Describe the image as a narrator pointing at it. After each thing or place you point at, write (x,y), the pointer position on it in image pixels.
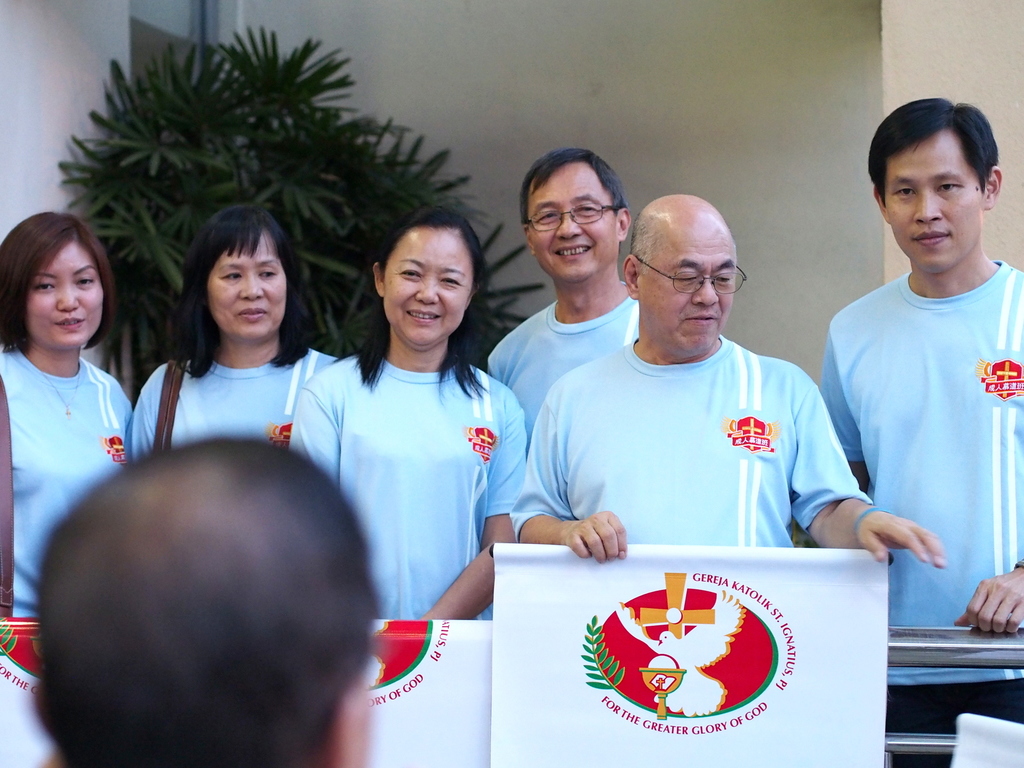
In this image we can see three women (22,580) and three men (646,271) wearing the same t shirt (645,445) and standing and smiling. We can also see a man (719,485) holding the banner (824,668) and the banner (778,627) consists of the logo (691,624) and text (788,659). In the background (324,193) we can see the plant (353,145) and also the wall (682,27). On the left (200,610) there is some person (223,570).
